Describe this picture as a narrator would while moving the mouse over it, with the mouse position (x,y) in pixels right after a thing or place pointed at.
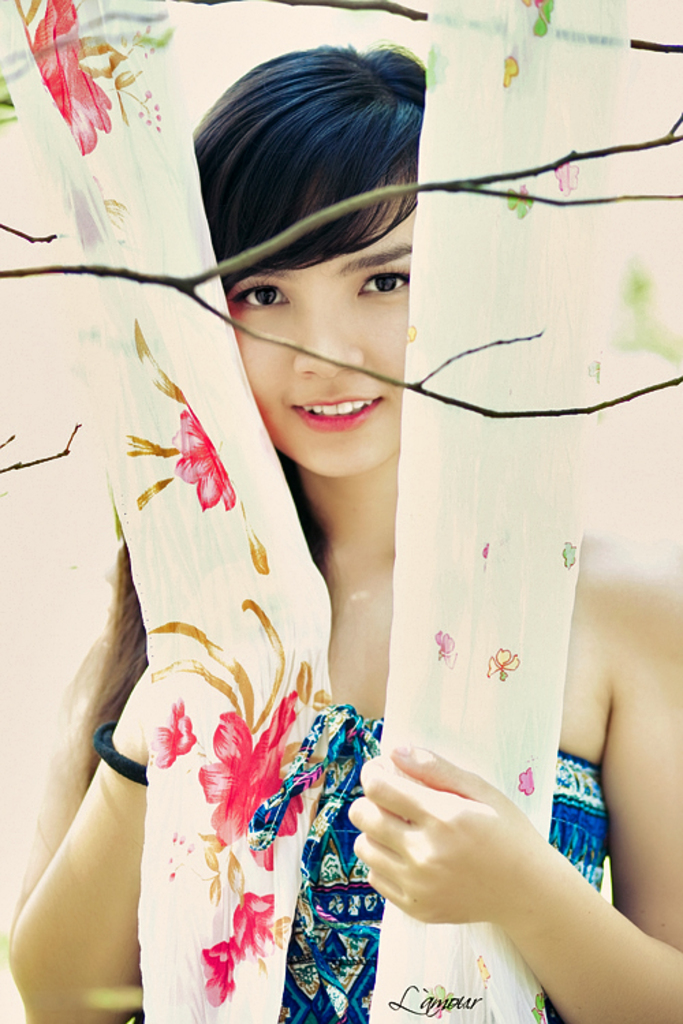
In this picture we can see a beautiful woman (285,219) wearing a blue dress (318,872) and a black band (104,752) to her wrist (138,794). She is smiling. These are colorful curtains (482,583). Here we can see twigs (193,278).
